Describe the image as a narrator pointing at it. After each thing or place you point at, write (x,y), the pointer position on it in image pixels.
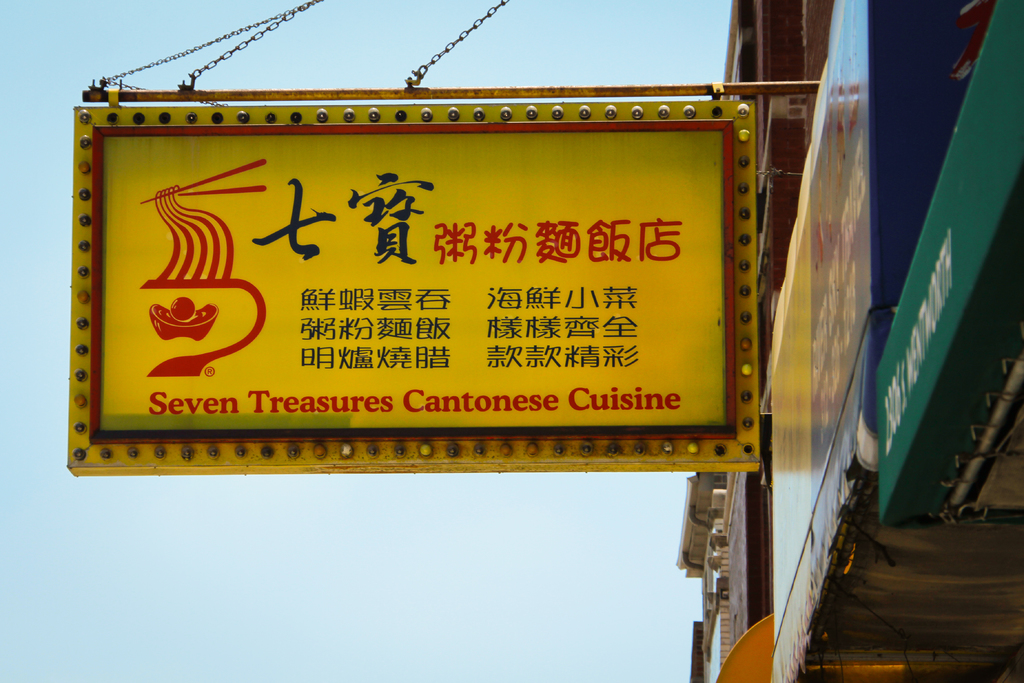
In this picture, on the right side (999,173), we can see some buildings (980,261), boards (901,338). In the middle of the image (439,318), we can also see a hoarding (527,328). In the background (71,623), we can also see a sky (227,641).
